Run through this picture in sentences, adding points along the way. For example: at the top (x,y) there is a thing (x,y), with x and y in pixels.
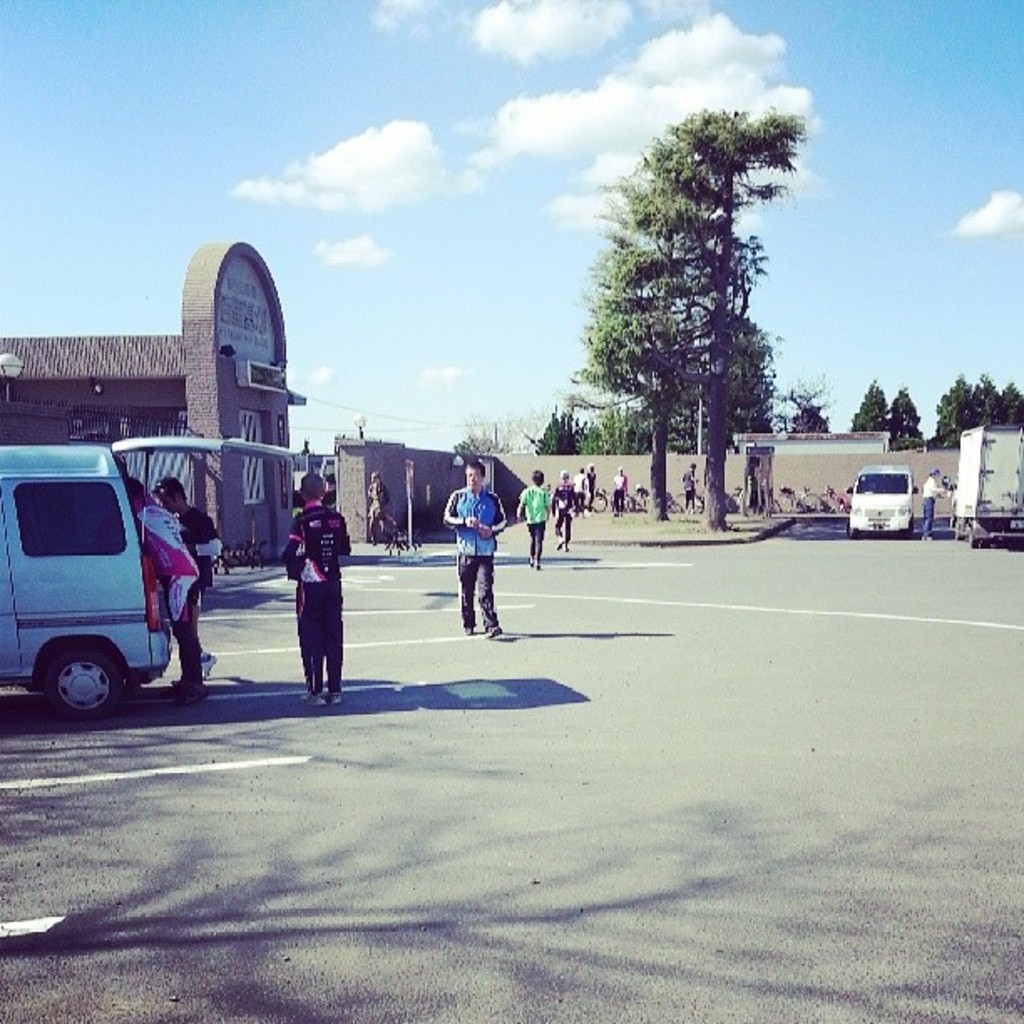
In the picture we can see a path (648,770) to a part of a car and the back door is opened and we can see two people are standing and beside it, we can see a gate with compound wall (790,458) inside the wall (803,455) we can see some bicycles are parked near the wall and we can see a tree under it we can see a car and a van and behind the wall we can see trees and the sky (422,4) with clouds (422,4).
